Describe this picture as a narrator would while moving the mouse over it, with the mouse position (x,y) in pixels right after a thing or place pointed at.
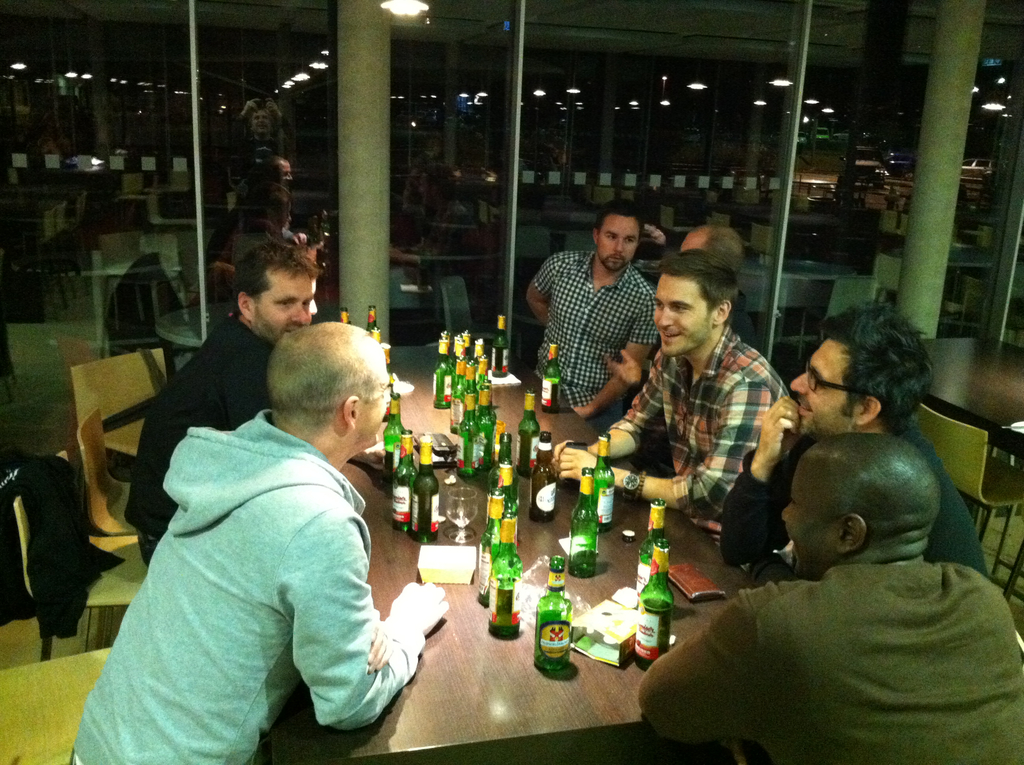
In this image on a table (459,485) there are many bottles (504,513), glasses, papers (448,563). Around the table (524,543) on the chairs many people (732,417) are sitting. In the background (672,120) there is glass wall (640,125), pillars (347,161).
